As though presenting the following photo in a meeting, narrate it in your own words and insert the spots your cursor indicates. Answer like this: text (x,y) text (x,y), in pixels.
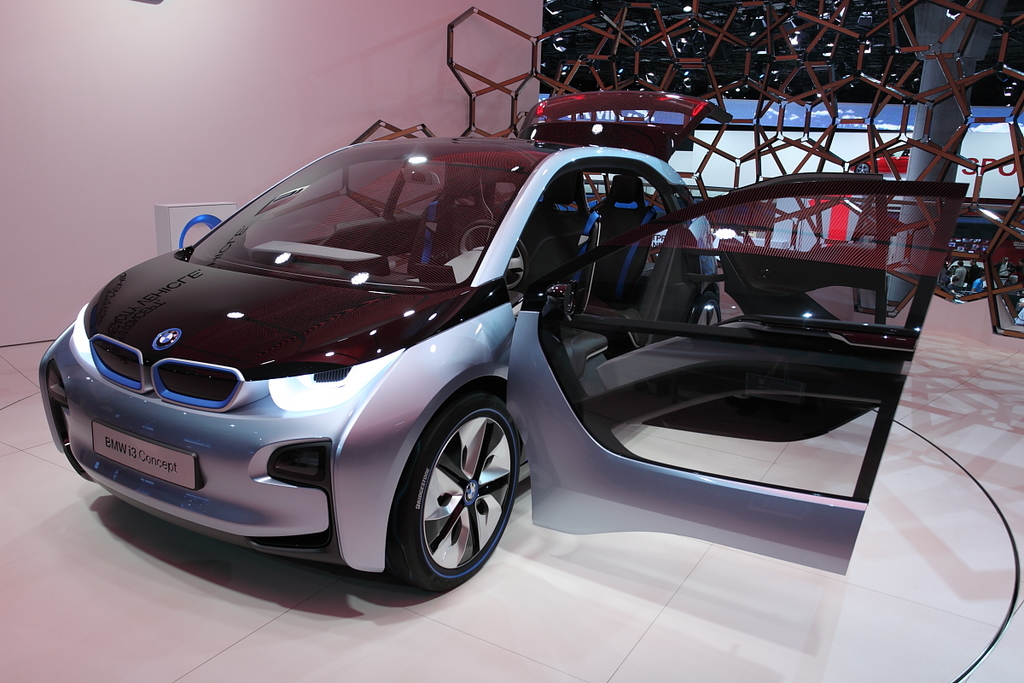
In this image I can see the car (257,410) on the floor (322,625). In the back of the car (543,155) I can see the metal rod (869,128) and also the pole (917,107). I can also see the white color board (797,160) in the back (862,136). To the side I can see few people (973,276) in-front of the another car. To the left (147,41) there is a wall (151,85).
